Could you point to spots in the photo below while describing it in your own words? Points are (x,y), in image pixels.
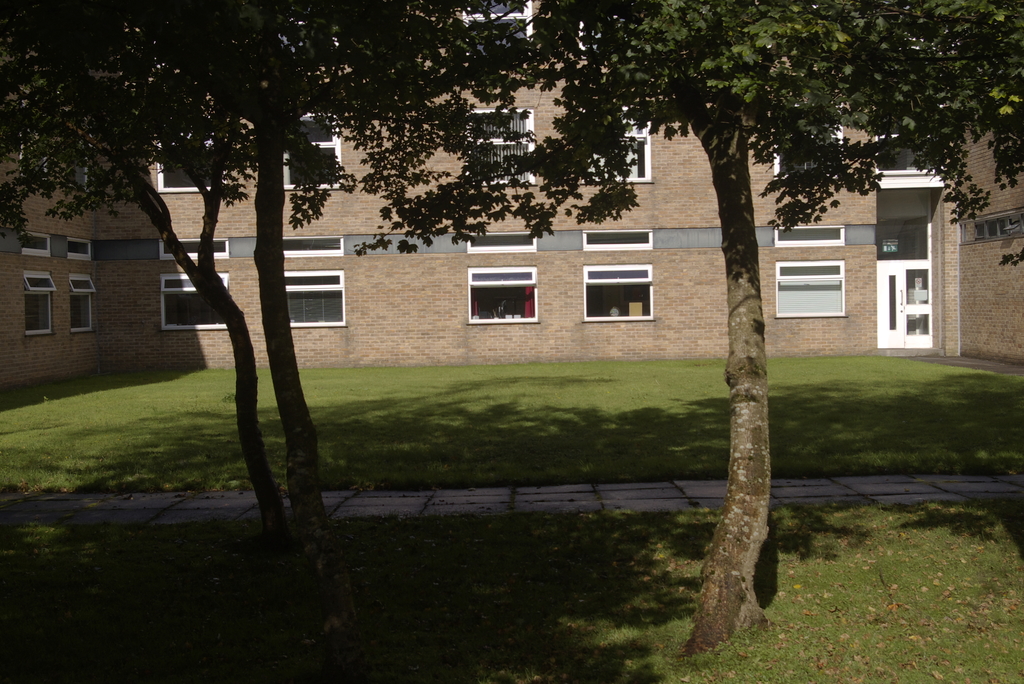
In the picture we can see a grass surface (973,621) on it we can see three trees (331,616) and behind it we can see a path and behind it we can again see a grass surface (458,407) and a building wall (786,343) with windows (184,327) and door (903,308).
